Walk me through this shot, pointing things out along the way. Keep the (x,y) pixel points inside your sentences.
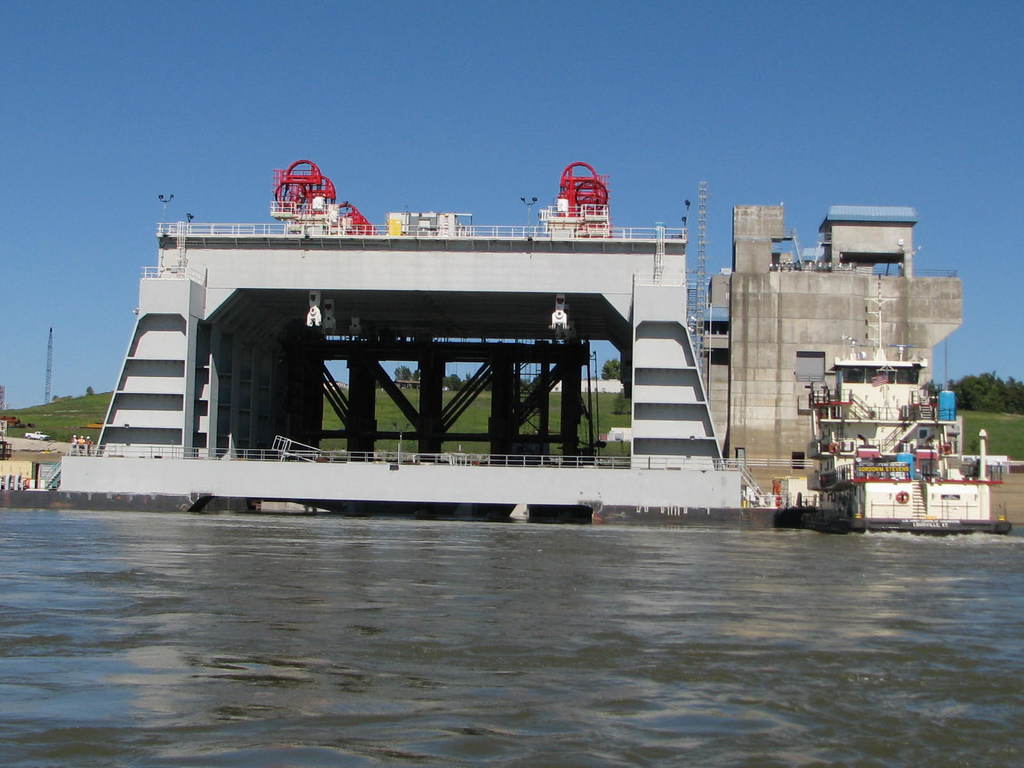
In this image at the bottom (599,593) there is a river (571,549), and in the center (660,343) there are some towers (666,362) and buildings (769,357), railing (688,236) and some other objects (20,468). And in the background (999,399) there are some trees (968,386), tower (50,385) and grass (55,408), at the top (407,115) there is sky (216,114).
